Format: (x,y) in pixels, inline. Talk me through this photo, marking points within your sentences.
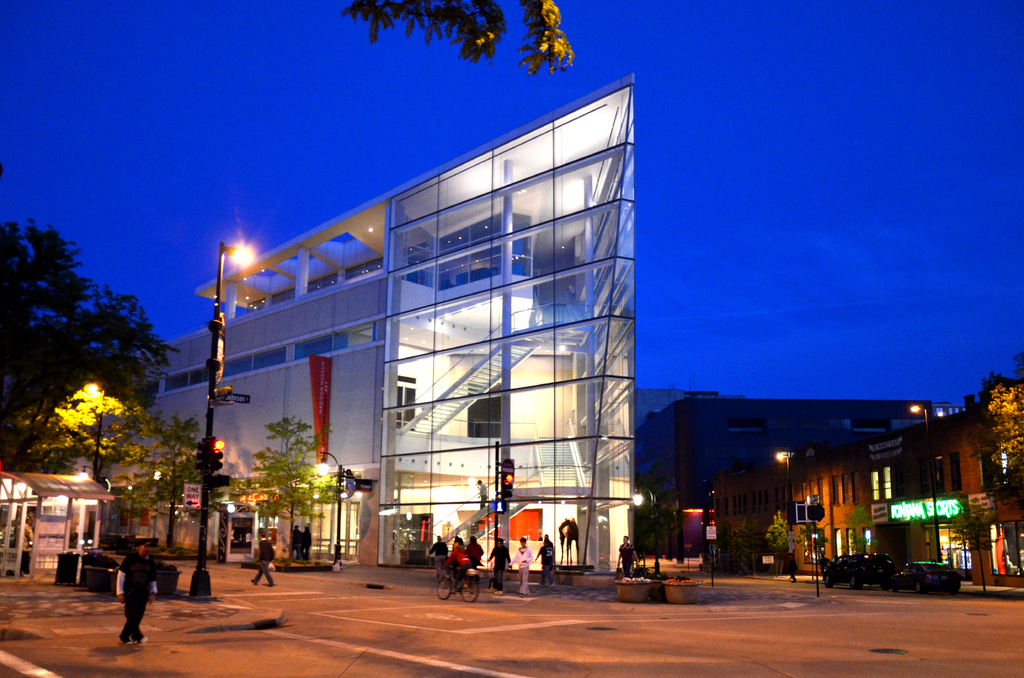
In this image, we can see a few buildings (938,479), poles (212,412) with lights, trees (317,504), traffic signals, sign boards (186,496), hoardings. At the bottom (591,612), there is a road (576,651). We can see few people (628,563) are there in the image. Background (874,223) there is a sky (770,127) which is in blue color.
